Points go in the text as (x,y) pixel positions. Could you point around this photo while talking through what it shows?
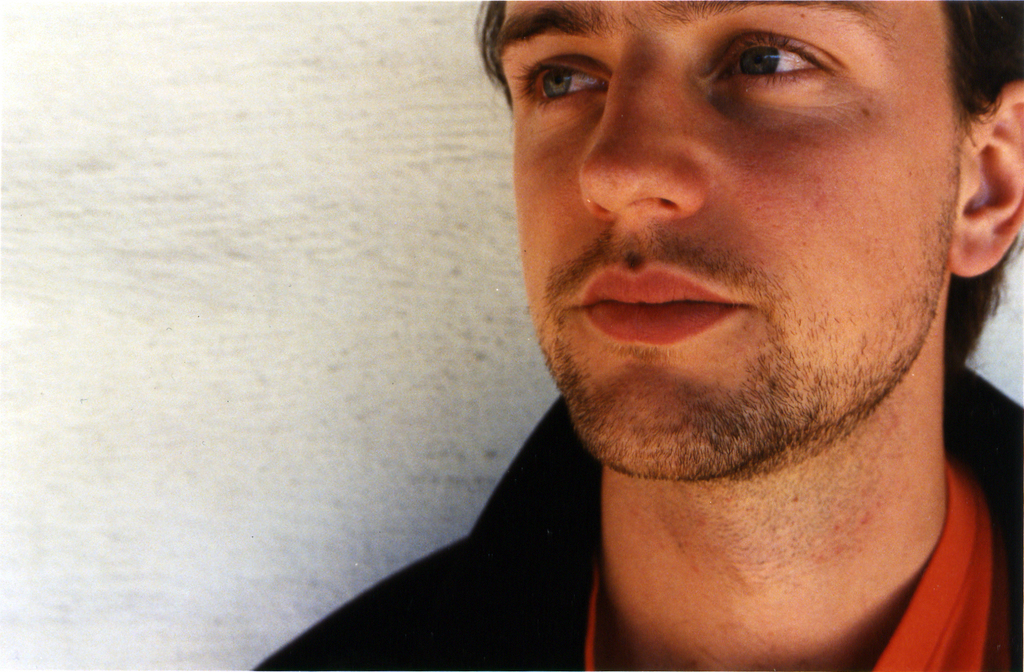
In this image there is men (603,478) wearing black color jacket (519,532) and red color T-shirt (972,625) standing beside the wall (427,210).
